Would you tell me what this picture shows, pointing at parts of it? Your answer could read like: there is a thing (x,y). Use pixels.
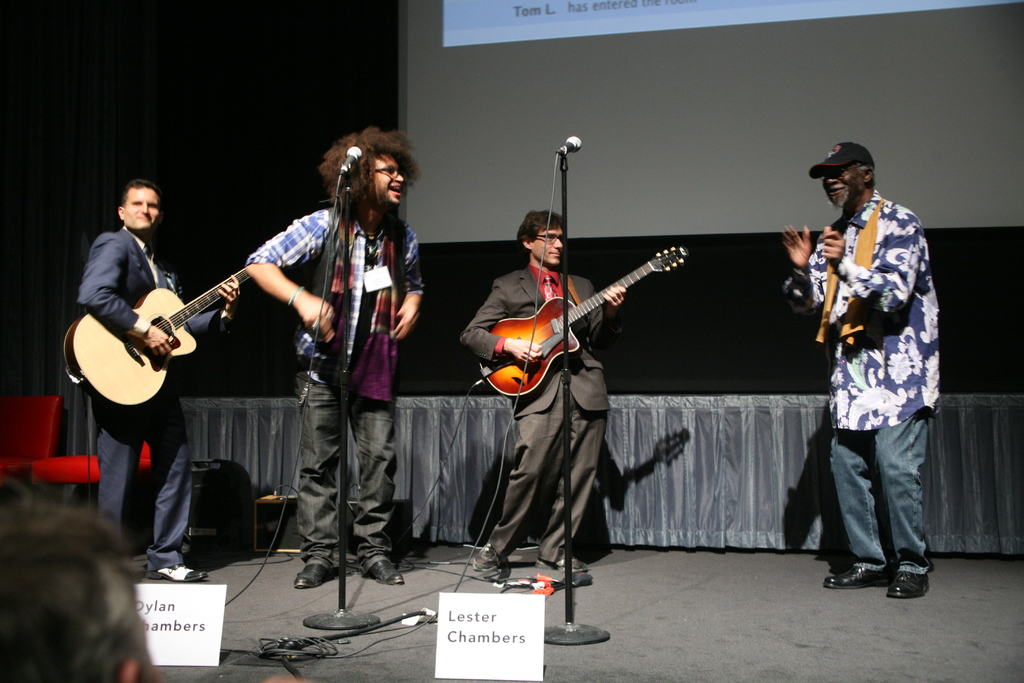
In this picture we can see four persons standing on the floor (708,624). They are playing guitar (112,335). On the background (306,97) there is a curtain (250,83) and this is the screen (620,51). And there is a chair (46,447).
